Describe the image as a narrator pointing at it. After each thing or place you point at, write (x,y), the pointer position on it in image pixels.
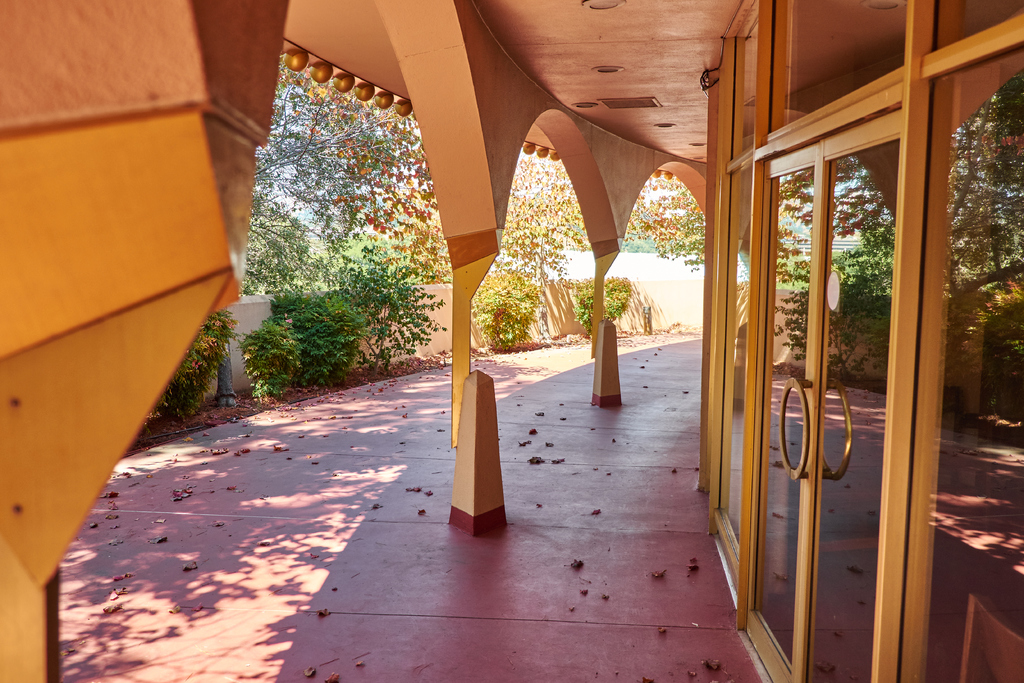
In this image I can see few glass doors (836,304), wooden pillars (469,276), few trees (570,239) in green color and the sky (286,106) is in blue and white color.
